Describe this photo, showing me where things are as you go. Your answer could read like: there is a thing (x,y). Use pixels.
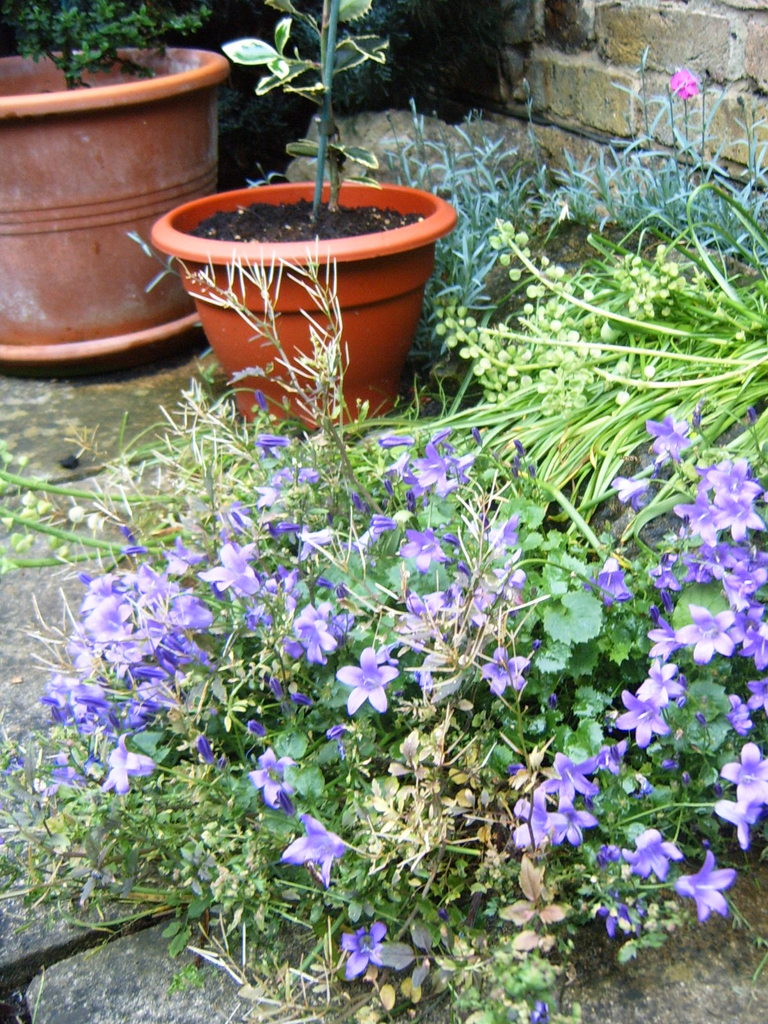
In this image we can see the flower pots (79,242), plants (491,236), grass (631,246) and also the flowers (515,539). We can also see the brick wall (610,76) and also the land (72,468).
